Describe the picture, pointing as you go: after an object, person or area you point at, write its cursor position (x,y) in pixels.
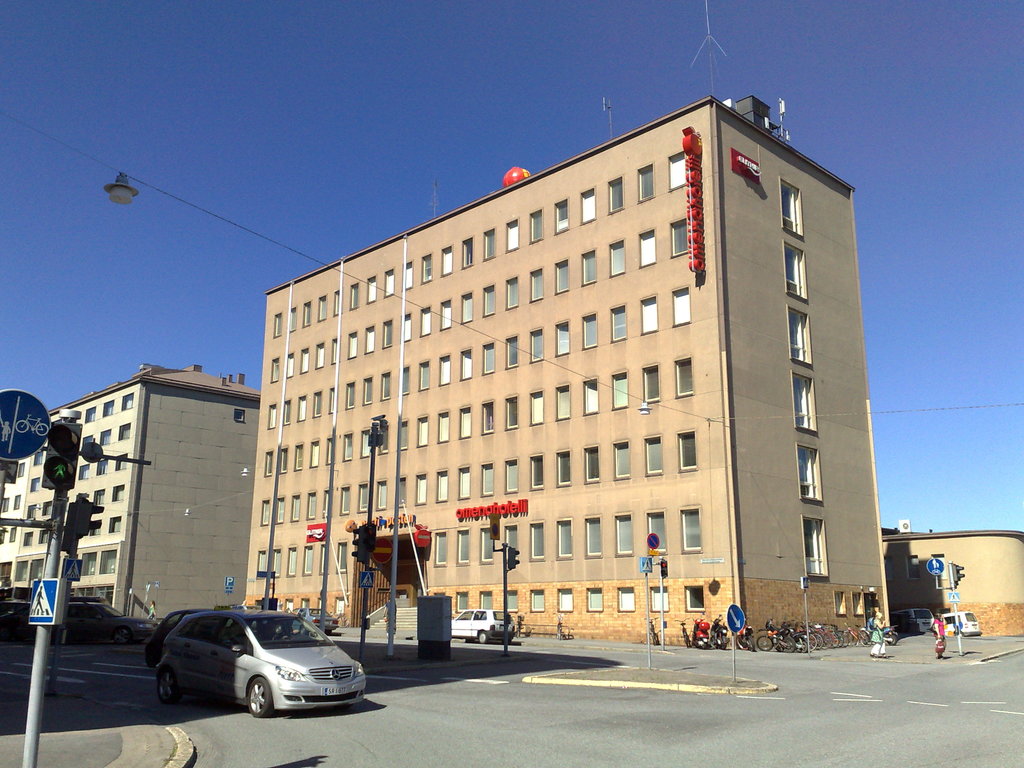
In this image there is the sky (413,101) truncated towards the top of the image (516,81), there are buildings (262,473), there is a building (233,487) truncated towards the left of the image (30,494), there is a building (988,556) truncated towards the right of the image (1007,578), there are windows (586,276), there are objects (699,264) on the building (723,180), there are staircase (415,609), there are text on the building (533,516), there are poles (327,493), there is the road (845,706) truncated towards the bottom of the image (545,739), there are vehicles (332,624) on the road (320,760), there are boards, there are persons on the road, there is a board (24,413) truncated towards the left of the image (14,422), there is a wires (568,370) truncated, there is a light (130,200).
